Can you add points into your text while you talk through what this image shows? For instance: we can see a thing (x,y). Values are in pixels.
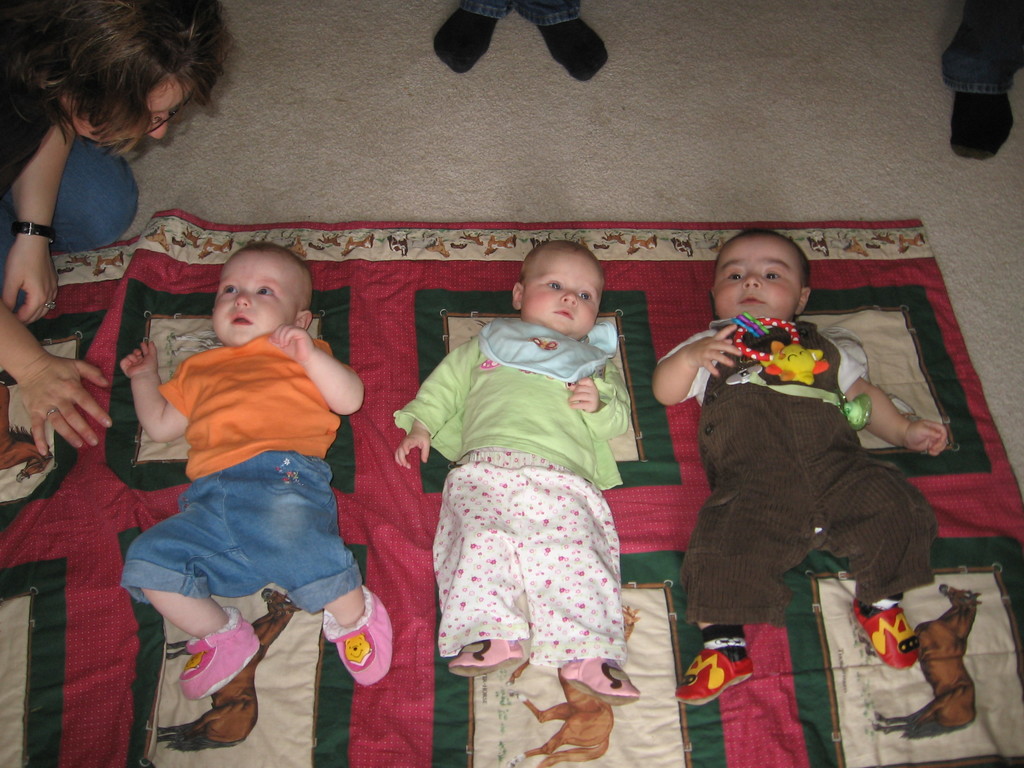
In this picture we can see kids (607,675) laying on a blanket (667,596). At the left side of the picture (54,291) we can see a person (82,172) wearing spectacles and a wrist watch (32,225).
